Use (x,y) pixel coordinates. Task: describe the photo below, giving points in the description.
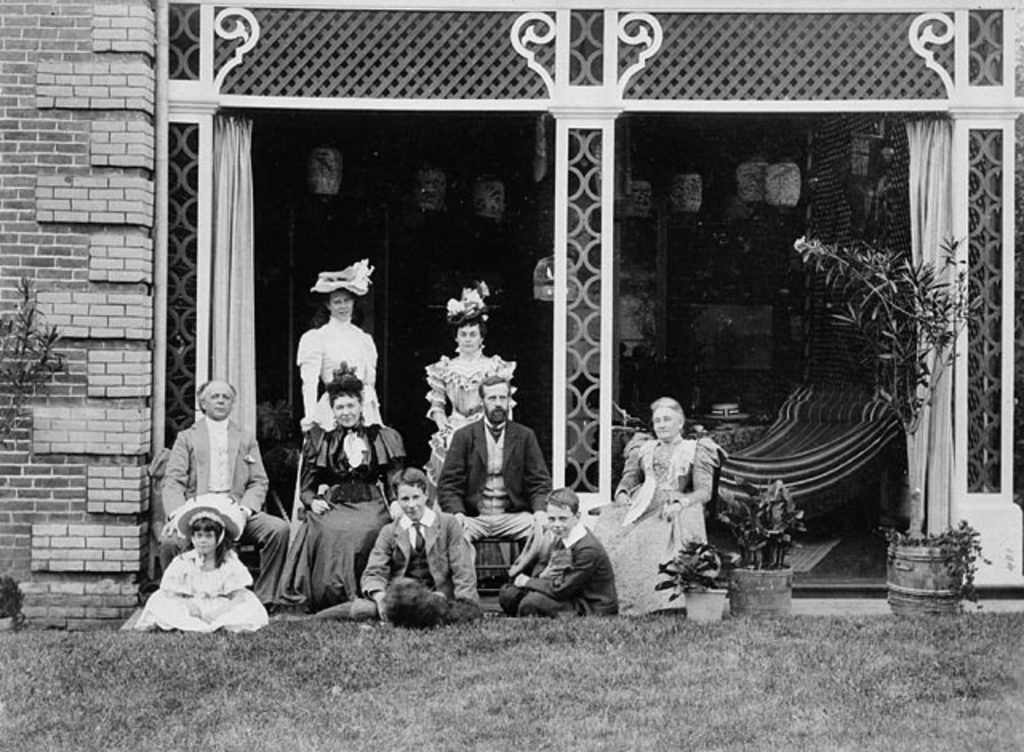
In this image I can see a group of people (696,522) are sitting and two people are standing on the grass (625,627). In the background (1004,482) I can see a house (191,283), houseplants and curtains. This image is taken may be during a day.
